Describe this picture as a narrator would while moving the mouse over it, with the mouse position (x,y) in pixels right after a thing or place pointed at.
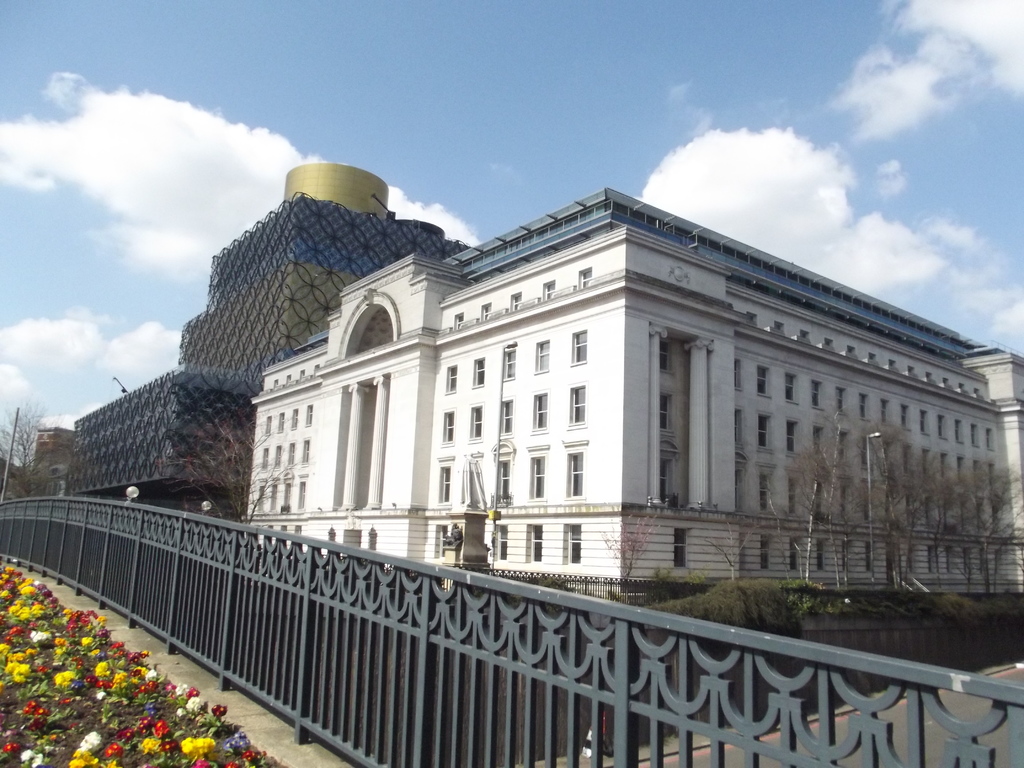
In the center of the image (473,309) there is a building (406,528). There is a railing (88,503). There are trees (915,451). To the left side of the image (191,708) there are flower plants (68,631). At the top of the image (435,125) there is sky (366,115).
